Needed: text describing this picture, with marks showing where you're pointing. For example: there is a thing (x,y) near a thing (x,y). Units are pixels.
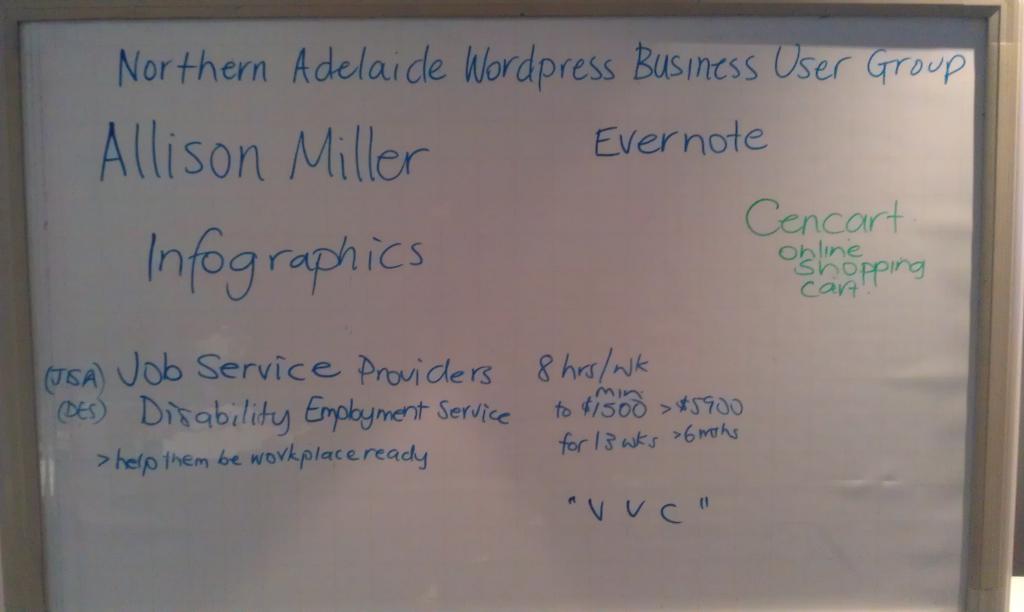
As we can see in the image there is a white color board (427,301). On board (467,216) there is something written.
